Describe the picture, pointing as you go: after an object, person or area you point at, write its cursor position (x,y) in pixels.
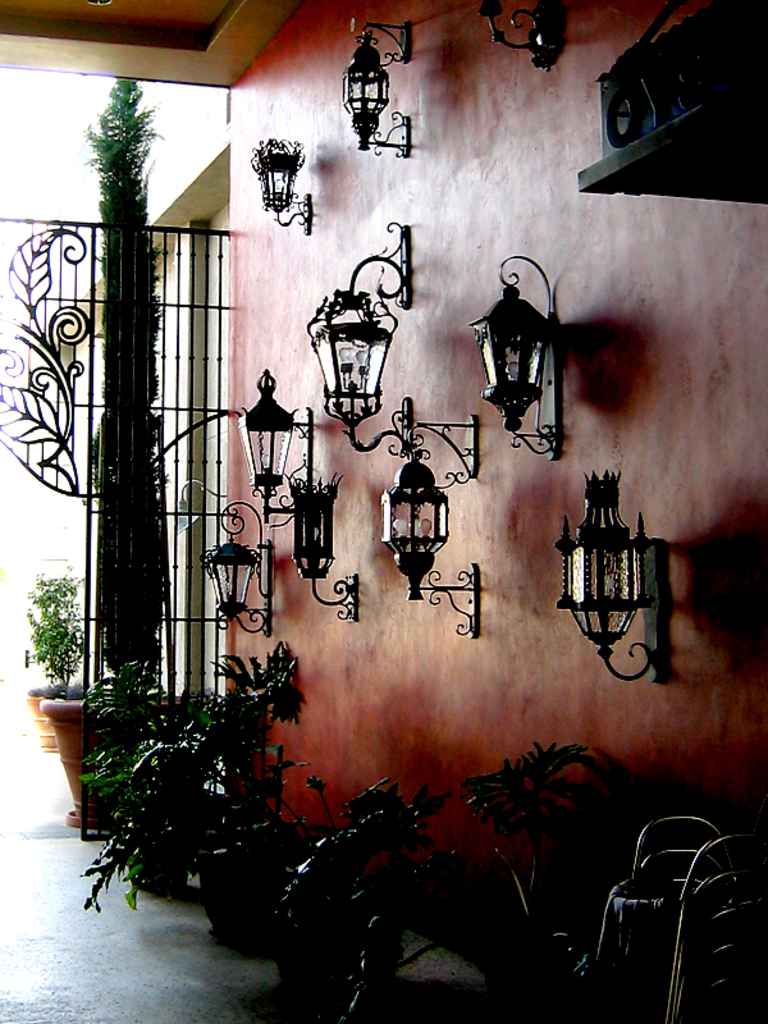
In the picture there are lights (491,4) fit to the wall (468,421) and in front of the wall (397,650) there are few plants (280,825) and in the background (152,230) there is an iron grill (88,414), behind that there are two plants (41,634).
